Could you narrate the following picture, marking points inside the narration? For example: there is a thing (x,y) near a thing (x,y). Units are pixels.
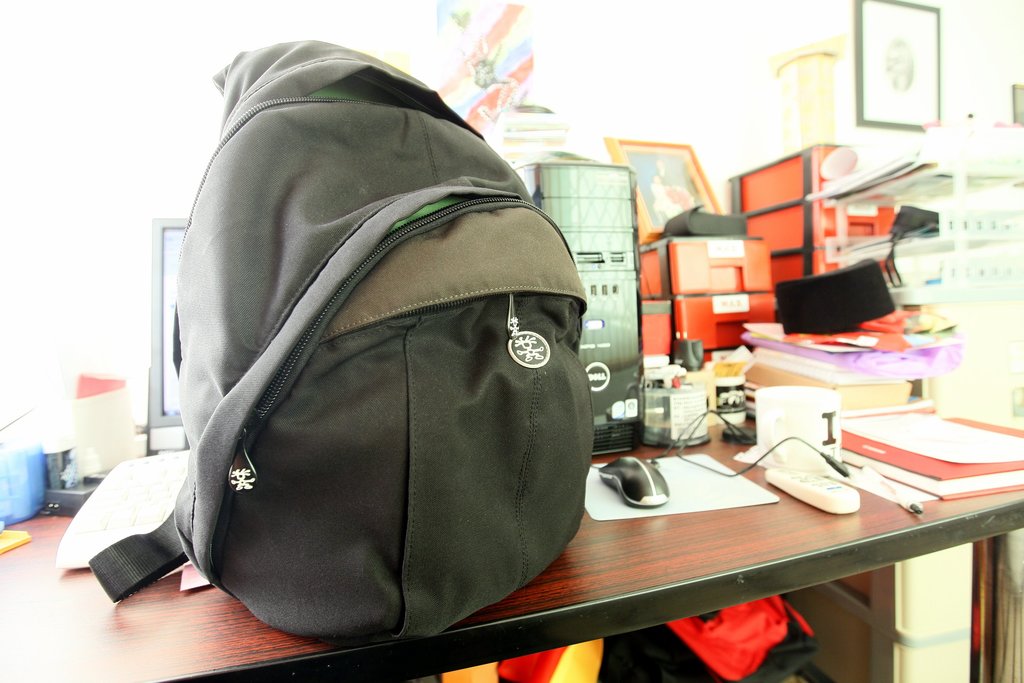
In this image I can see a bag (291,173) and a computer (599,214) on this table (611,559). I can also see few more stuffs (757,350) over here.
